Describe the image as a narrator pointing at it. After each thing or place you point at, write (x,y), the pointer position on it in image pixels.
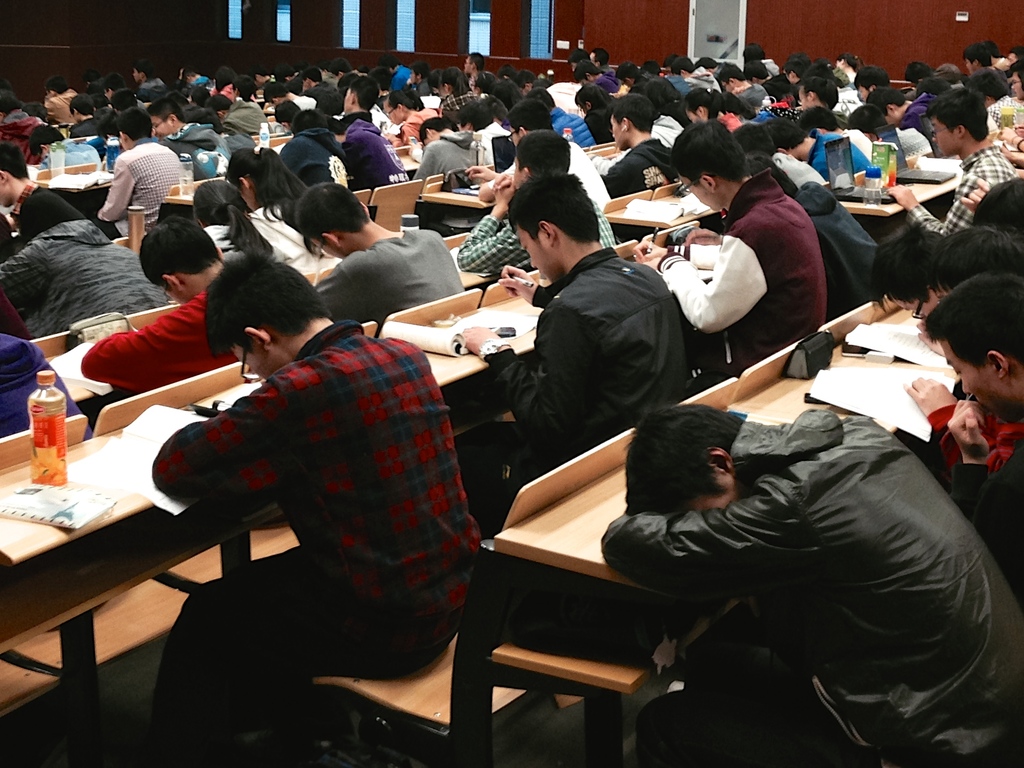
This is a picture in a seminar room (394,262). There are group of people (226,467) sitting on the table (778,360) in front of them there is other table (75,543) on the table (141,507) there is a books (154,440) and bottle (50,431) and laptop (508,152) also. Background of them is a red wall (654,21) and windows (404,24).
